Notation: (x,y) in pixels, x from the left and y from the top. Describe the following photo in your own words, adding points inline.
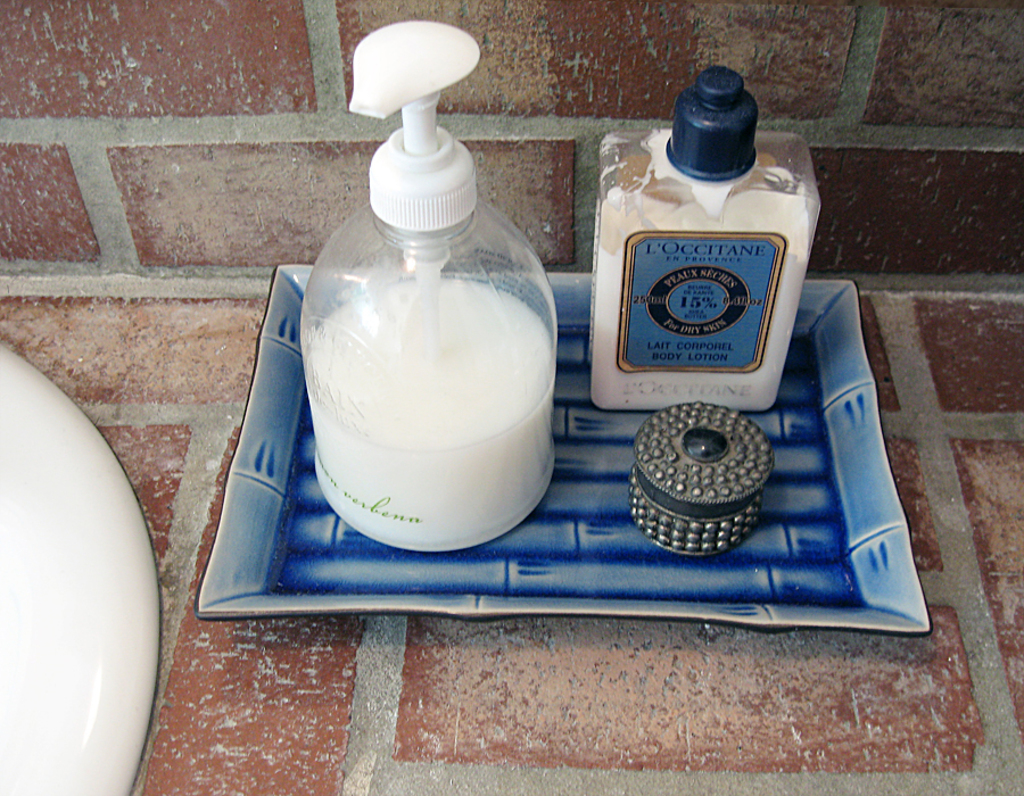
In a plate (558,404) there are two bottles (537,297) with white color solution (610,197) and there is small box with metal body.
